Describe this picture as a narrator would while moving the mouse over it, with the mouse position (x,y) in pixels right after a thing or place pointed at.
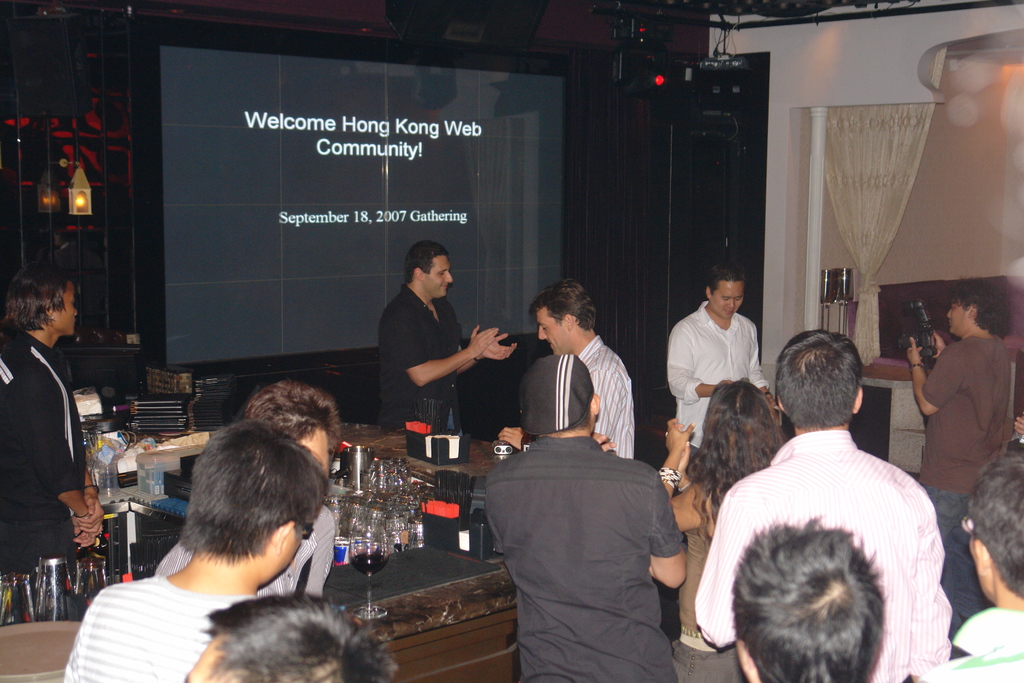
In this image, we can see people (950,518) wearing clothes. There is a table (433,599) at the bottom of the image (448,622) contains glasses (416,545) and some objects (163,441). There is a screen (511,295) in the middle of the image (493,325). There is a curtains (874,231) and pillar (811,302) on the right side of the image (867,283). There is an equipment (634,6) at the top of the image (447,6). There is a light (91,200) on the left side of the image (87,188).
